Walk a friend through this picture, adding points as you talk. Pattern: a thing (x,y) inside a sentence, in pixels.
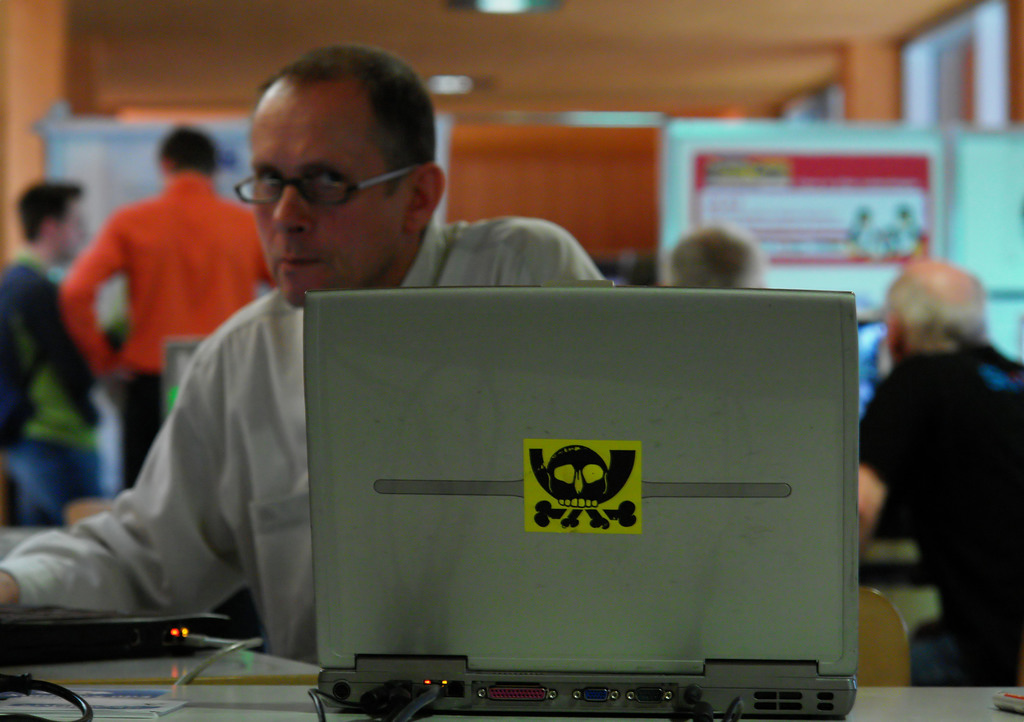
At the top (799,55) we can see ceiling (583,33). In this picture we can see a poster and a board (993,175). We can see people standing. We can see a man (332,198) wearing white shirt (500,264), he wore spectacles (238,187). Beside to him we can see people (1002,390). On the table (204,657) we can see a laptop (341,460), paper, wire (210,636), an electronic device (202,623) and in the bottom right corner (1023,696) we can see an object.
